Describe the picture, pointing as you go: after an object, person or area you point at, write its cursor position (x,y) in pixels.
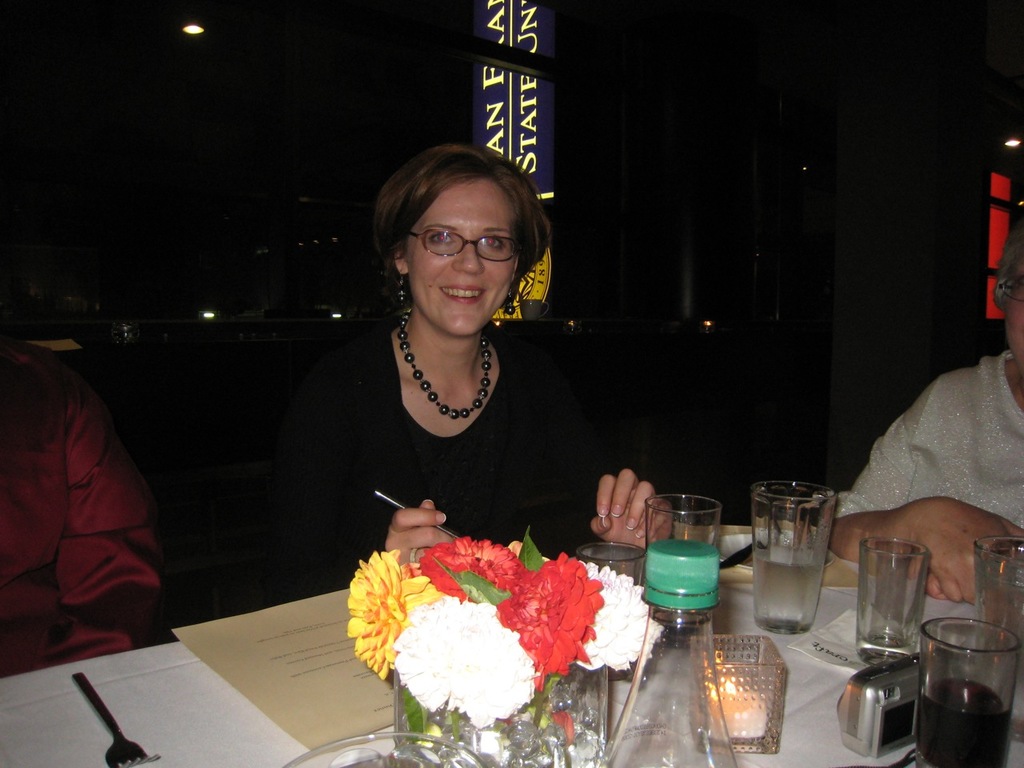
In this picture we can see three persons (995,454), there is a table (82,721) in the front (716,637), we can see some glasses (893,620), flowers (481,646), a bottle (639,699), a paper (285,691), a fork (108,713), a camera (847,711) and a tissue paper (842,650) on this table (64,720), in the background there is some text (485,109), we can see a dark background (12,141).
